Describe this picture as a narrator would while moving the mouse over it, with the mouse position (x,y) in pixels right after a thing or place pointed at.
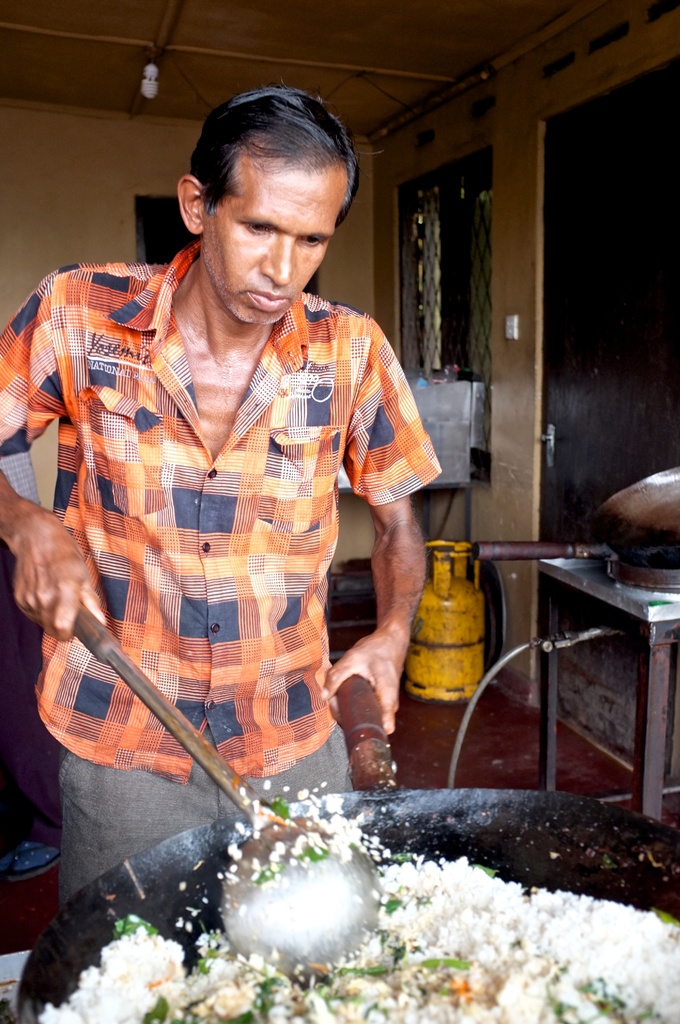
In this picture we can see a man (226,735), holding a spoon (143,688) in his hand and cooking. On the background (142,163) we can see wall (118,243), a cylinder (482,610), table (656,695) and a light (147,95).
